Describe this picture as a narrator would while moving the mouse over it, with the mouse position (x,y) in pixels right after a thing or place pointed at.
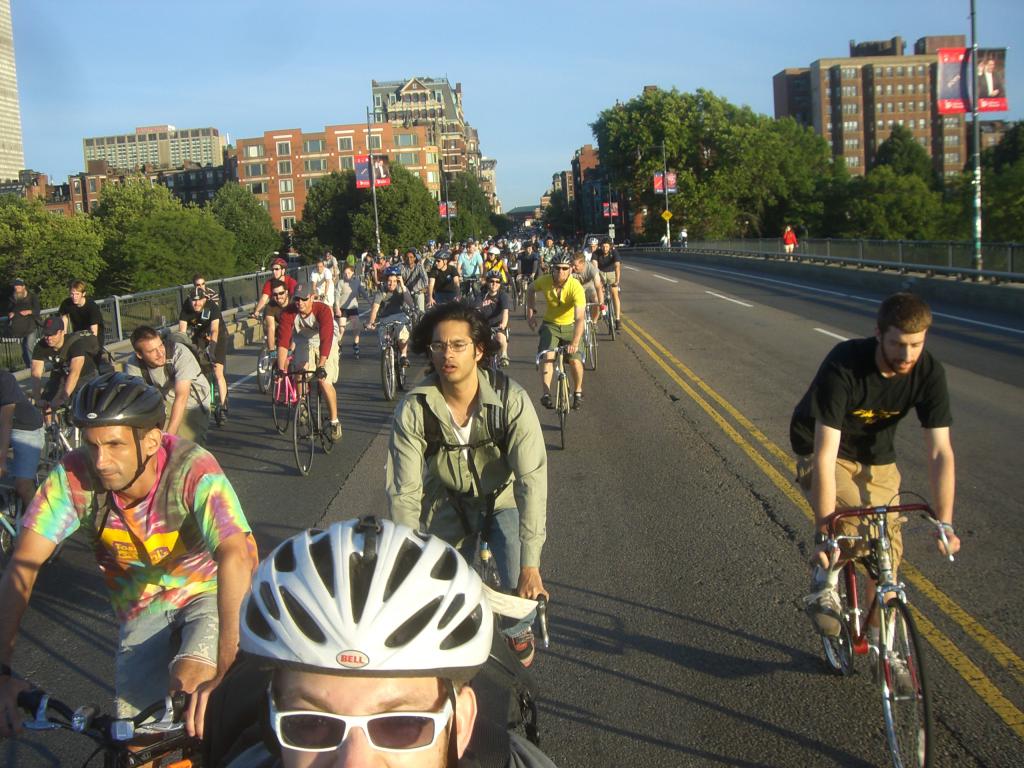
In this picture I can see some people (234,556) are riding bicycles (165,699) on the road (40,629), behind I can see some buildings (288,164) and trees (244,209).
